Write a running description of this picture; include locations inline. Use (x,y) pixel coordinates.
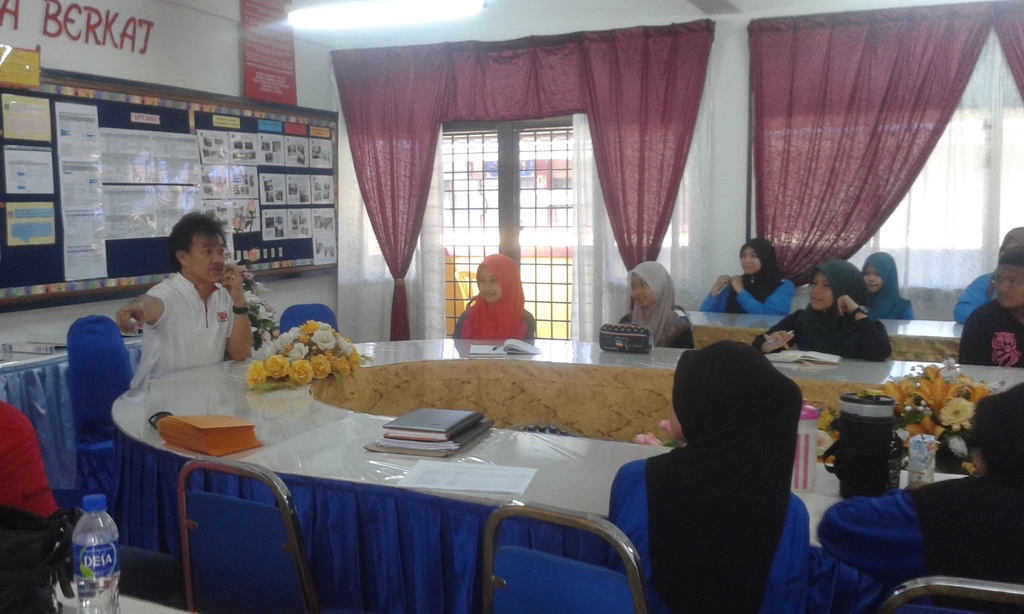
This picture consists of big round table (451,364) and chairs (200,516). There are few people (773,546) sitting on chairs (252,558). On the table (222,390) there are books (435,437), papers (476,486), bottles (859,439), bags (622,338) and flowers (306,353). On the below left corner of the image (37,597) there is a handbag (30,572) and bottle (95,580) placed on the table (143,606). there is a board (257,88) and big notice board (140,99) hanging on the wall (193,58). In the background (219,63) there is wall (201,68), windows (461,184) and curtains (461,68).
